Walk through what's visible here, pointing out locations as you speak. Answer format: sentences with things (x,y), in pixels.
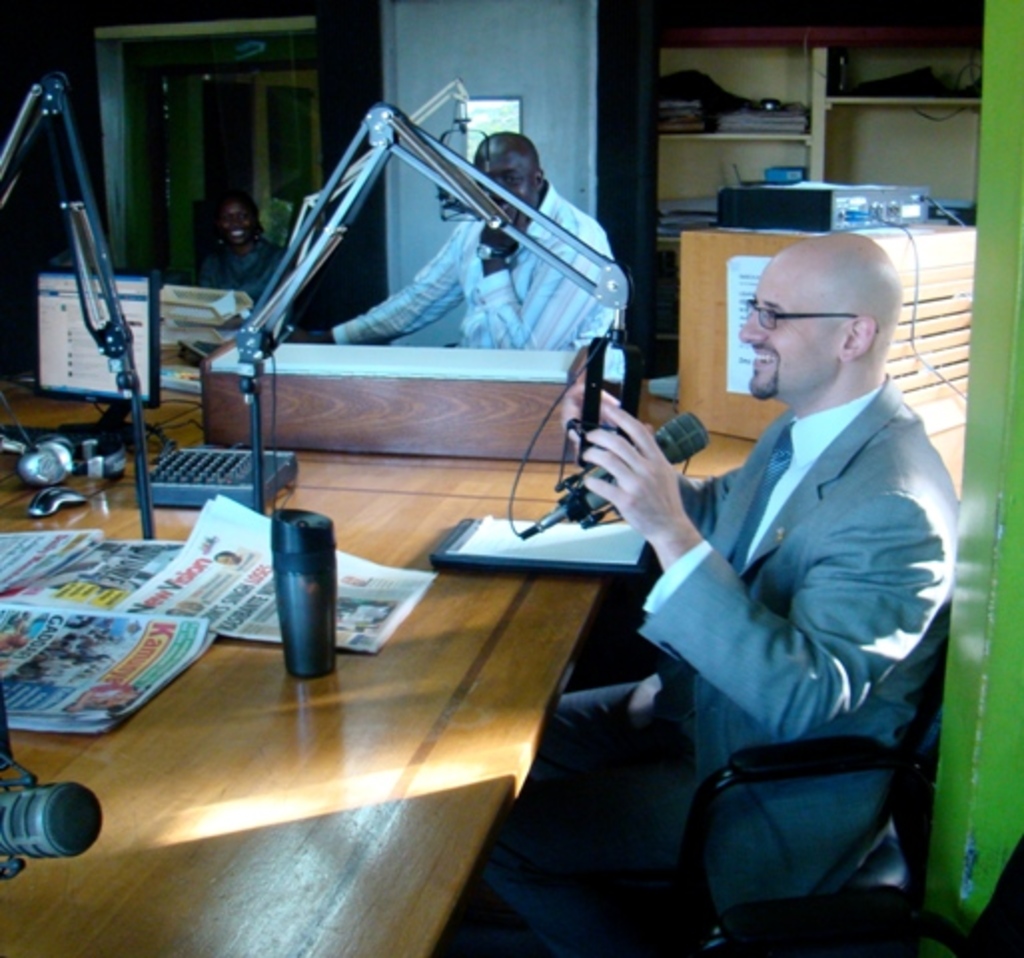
The person (829,589) in the right (813,631) is sitting and holding a mic (678,424) and there is a table (234,676) in front of him which has desktop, head set (53,477) and some papers (130,599) on it and there is a person (495,165) sitting beside him.
